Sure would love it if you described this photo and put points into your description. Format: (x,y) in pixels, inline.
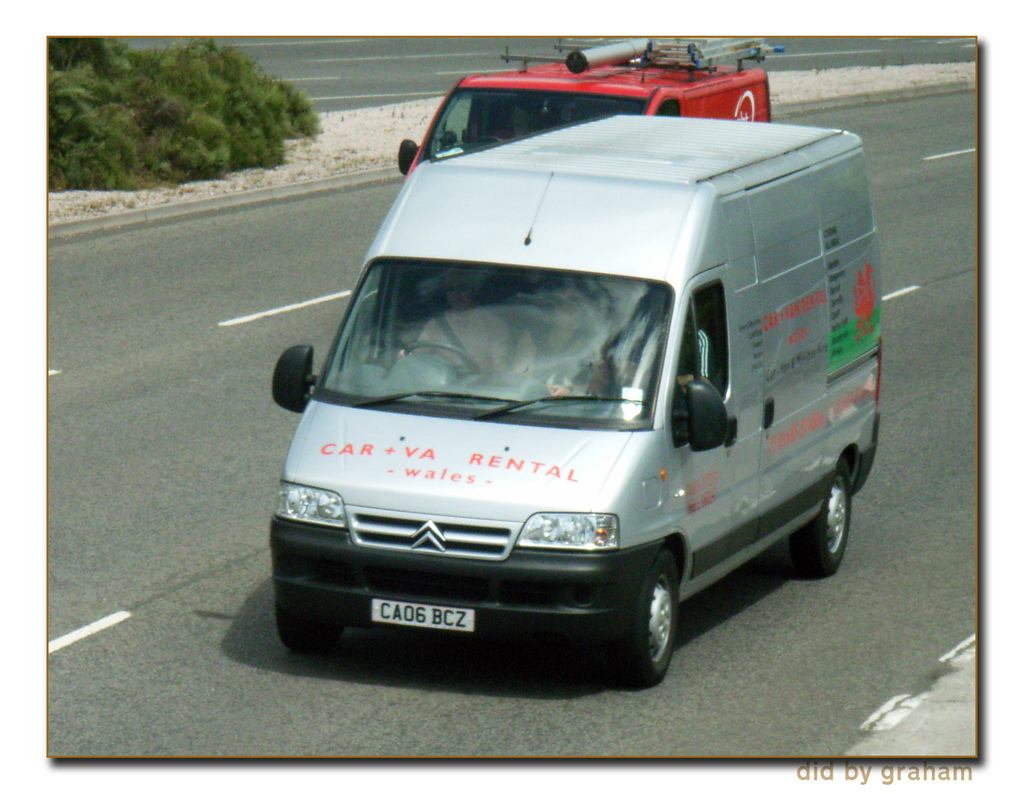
In the given image i can see a car (552,335) with text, trees (182,117), sand (251,177) and behind the car (621,508) i can see a another car (477,91).
